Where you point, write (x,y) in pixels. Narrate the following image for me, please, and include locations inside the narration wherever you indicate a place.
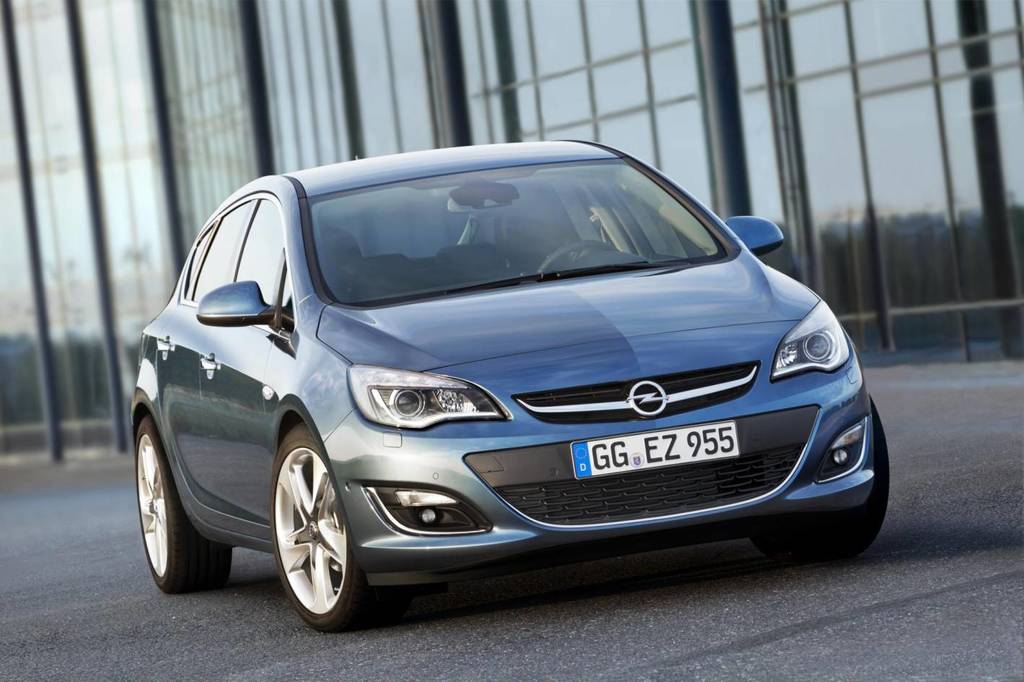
In the center of the image (499,323), we can see a car (416,493) on the road (493,609) and in the background (155,63), there are buildings (283,76).
